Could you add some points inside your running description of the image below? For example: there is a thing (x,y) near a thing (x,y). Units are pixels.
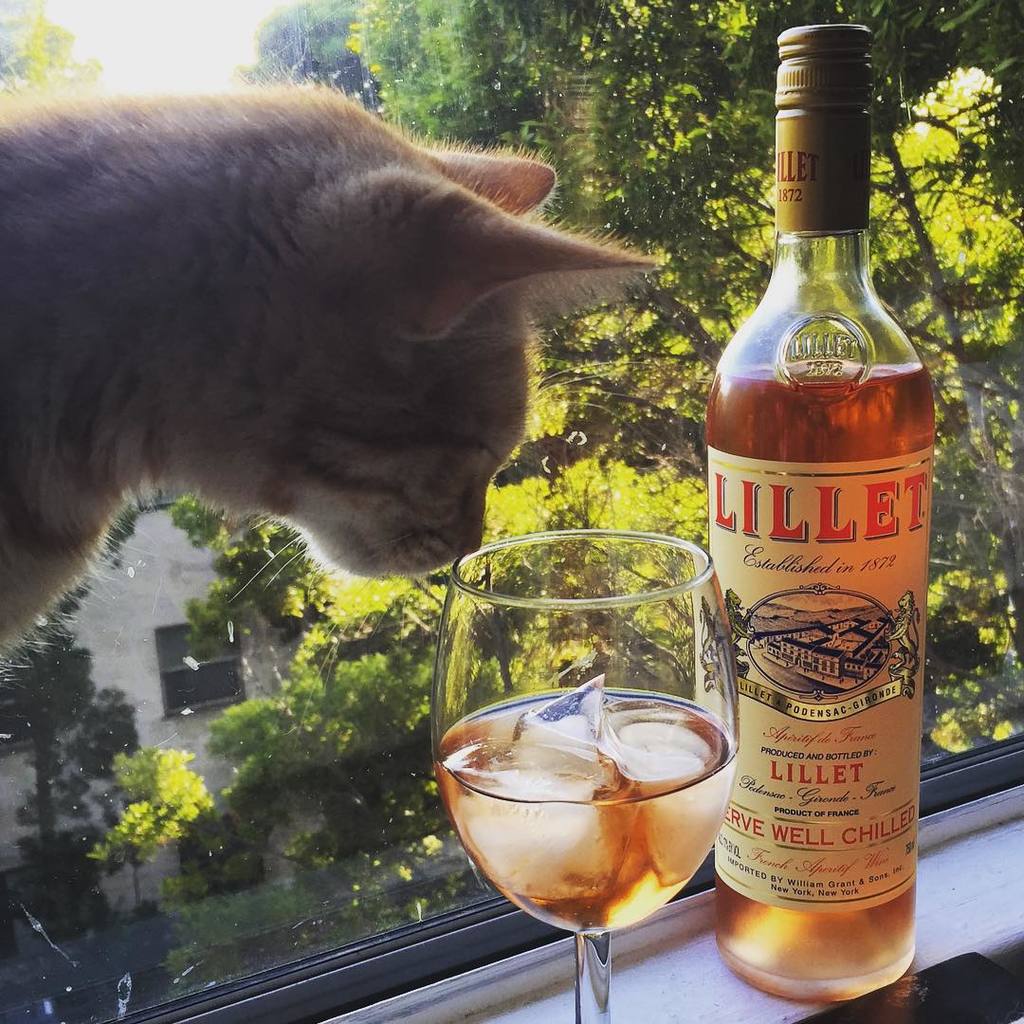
This image is clicked inside. There is a wine bottle (765,701) on the right (910,749), glass (468,642) in the middle (468,677) and cat (263,226) on the left (168,445). There is a tree (599,333) on the left side (315,718) and there is a building (152,575) in front of this.
